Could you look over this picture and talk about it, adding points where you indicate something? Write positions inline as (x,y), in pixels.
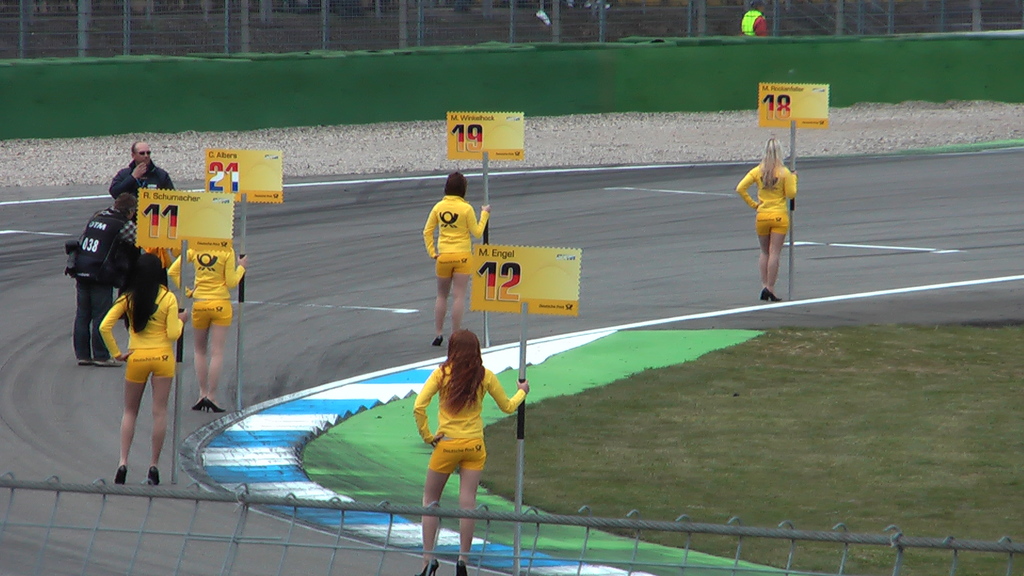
In this image there are few girls (148,302) wearing yellow t-shirt (431,391) and standing on the road (352,379) by holding a pole (488,345) with a banner (520,287) and some text (495,273) on it, beside them there are two more people (102,226) standing on the road (24,394). In the background (421,34) there is a net fence (88,40), behind the fence (786,22) there is a person (746,26).
